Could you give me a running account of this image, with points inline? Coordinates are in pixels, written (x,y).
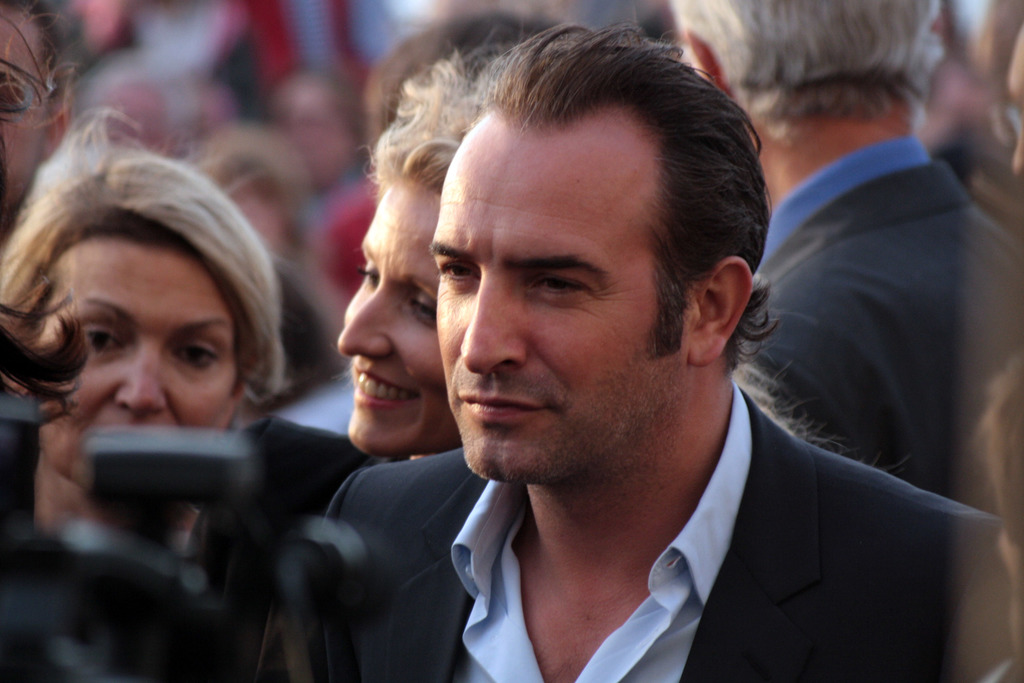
In front of the picture, we see the man (524,460) in the blue shirt (490,568) and the black blazer (408,557) is standing. Beside him, we see two women (396,389) are standing and one of them is smiling. Behind him, we see a man (847,255) is standing. In the background (302,179), we see many people (320,119). In the left bottom (134,592), we see an object (190,623) in black color. This picture is blurred in the background (370,107).
